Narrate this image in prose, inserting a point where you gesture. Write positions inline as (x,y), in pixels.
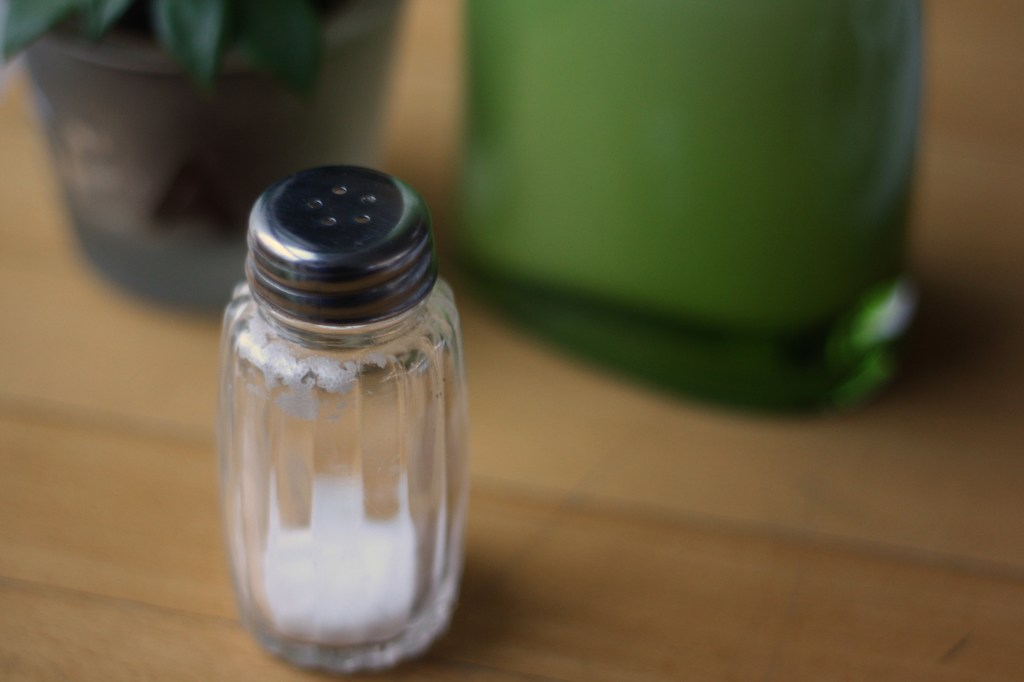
In this image we can see few objects (357,481). There is a house plant (198,97) at the top left side of the image (176,79). There is a wooden surface (673,595) in the image. There is a blur background (729,233) in the image.
